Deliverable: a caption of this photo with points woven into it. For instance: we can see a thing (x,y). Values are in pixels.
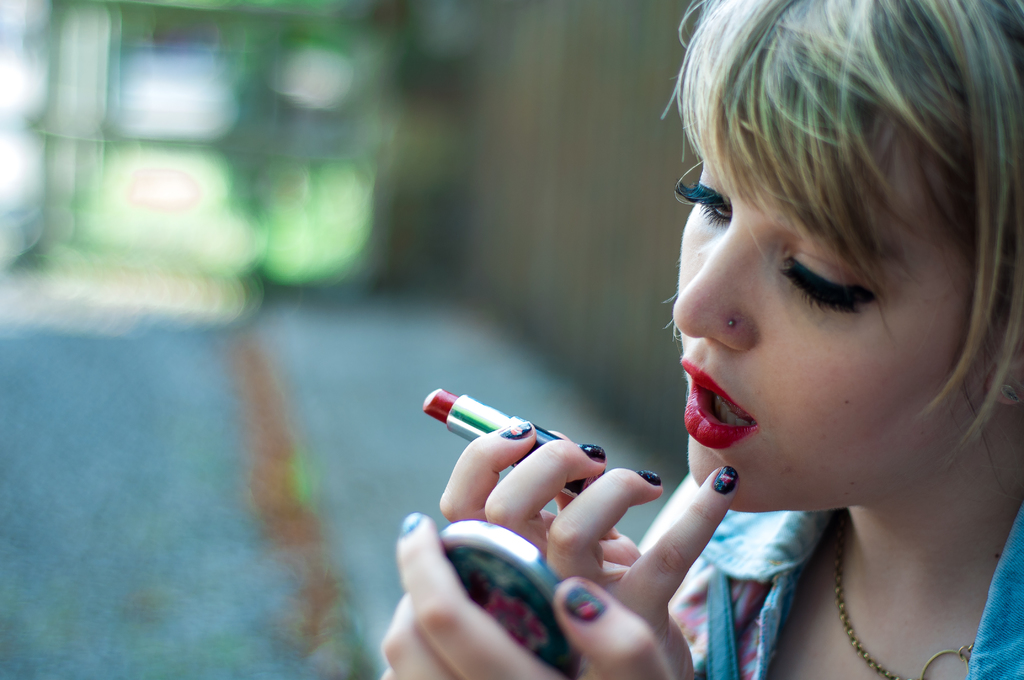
In this image we can see a woman (846,410) holding a lipstick (541,430) in one hand (556,441) and there is an object (544,648) in other hand (487,671). In the background (380,265) the image is blurred.
